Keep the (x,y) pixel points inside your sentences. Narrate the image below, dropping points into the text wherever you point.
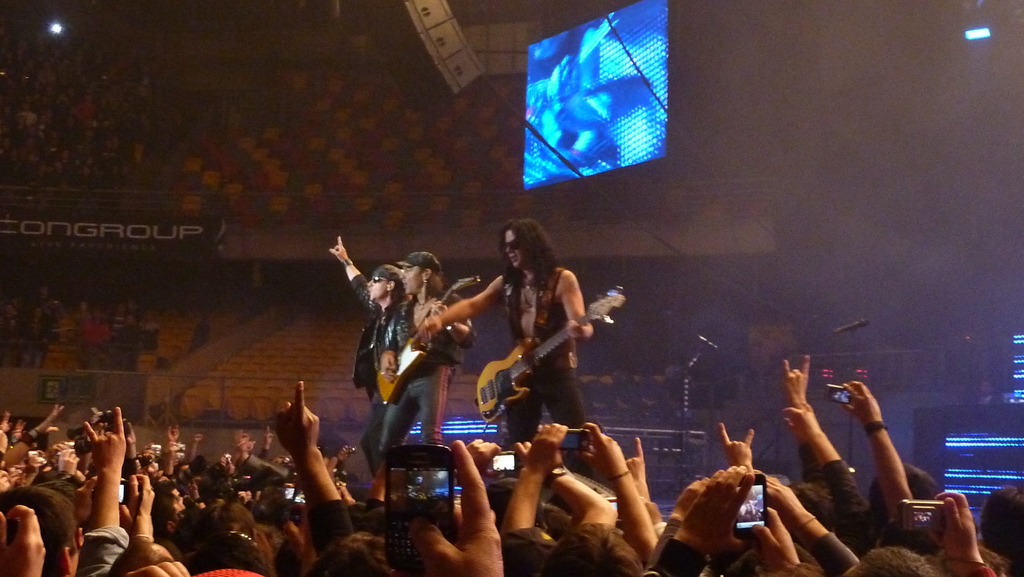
In the center of the image (394,345) we can see two people (389,418) standing and holding guitars (391,389), next to them there is another man (376,343) standing. At the bottom (134,561) there is crowd (475,550) and we can see people (635,471) holding mobiles (510,451). In the background (300,192) there are bleachers (287,192) and we can see a screen (603,155). There are mics (706,345) placed on the stands (687,397).
